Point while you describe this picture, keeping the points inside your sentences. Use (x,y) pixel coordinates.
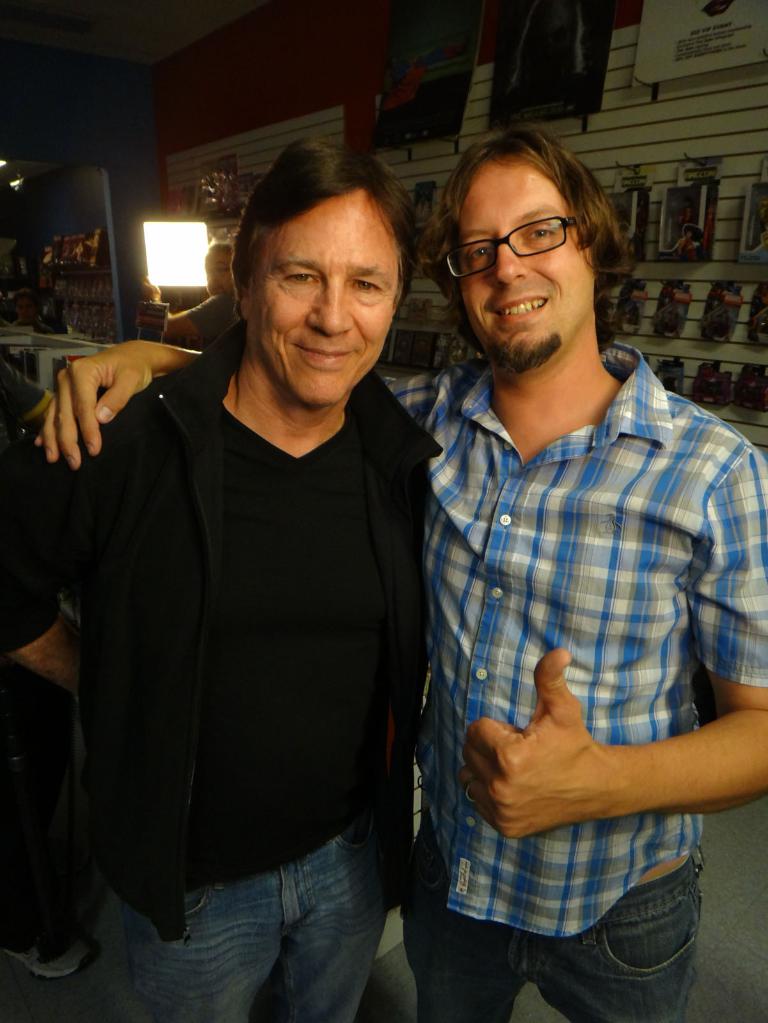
In this image we can see two persons (314,802) standing, and behind them, we can see a wall (673,128).
